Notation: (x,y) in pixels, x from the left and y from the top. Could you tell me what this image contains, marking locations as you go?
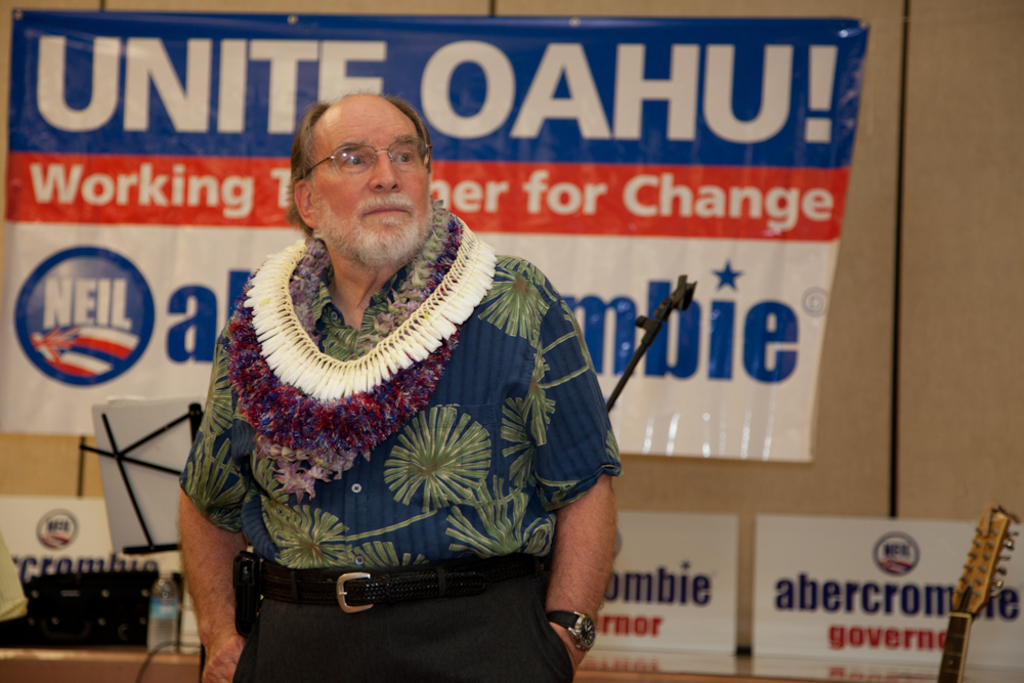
This is the man (459,588) standing. He wore a shirt (472,544), belt (436,593), trouser (517,644), wrist watch (586,639) and spectacles (390,156). This looks like a table (86,650) with few objects (141,618) on it. I think this is a guitar (963,610). These are the banners (664,133), which are attached to the wall (927,349).
